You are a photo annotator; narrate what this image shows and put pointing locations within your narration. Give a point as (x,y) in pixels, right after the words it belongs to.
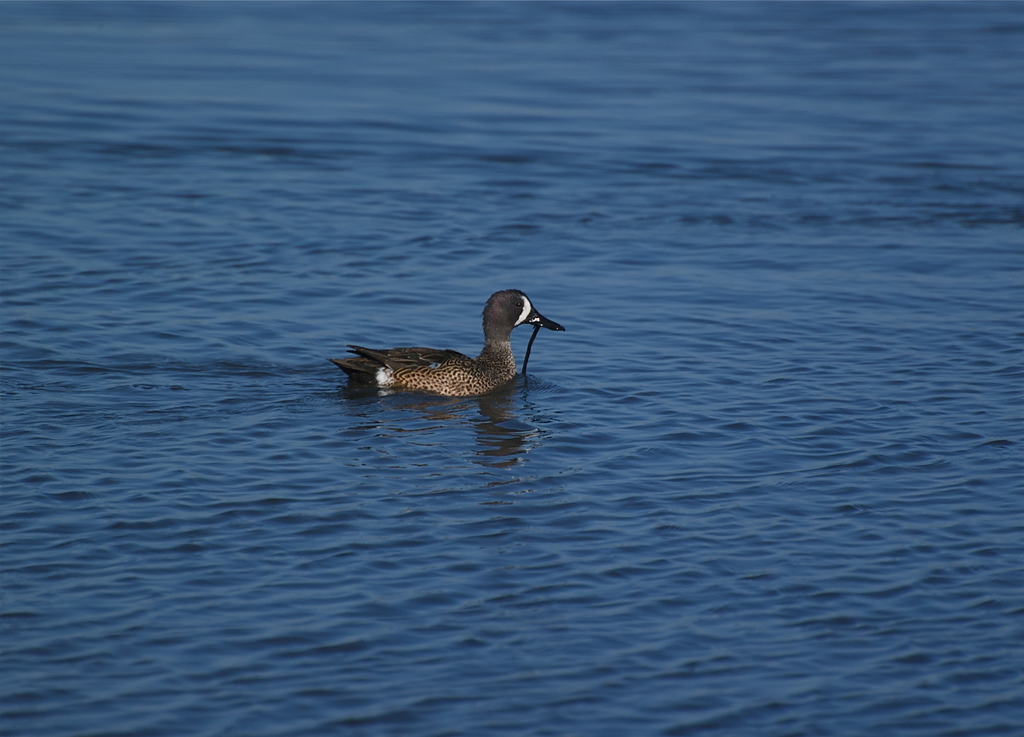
In this picture we can see a duck (410,354) in the water (458,430).
